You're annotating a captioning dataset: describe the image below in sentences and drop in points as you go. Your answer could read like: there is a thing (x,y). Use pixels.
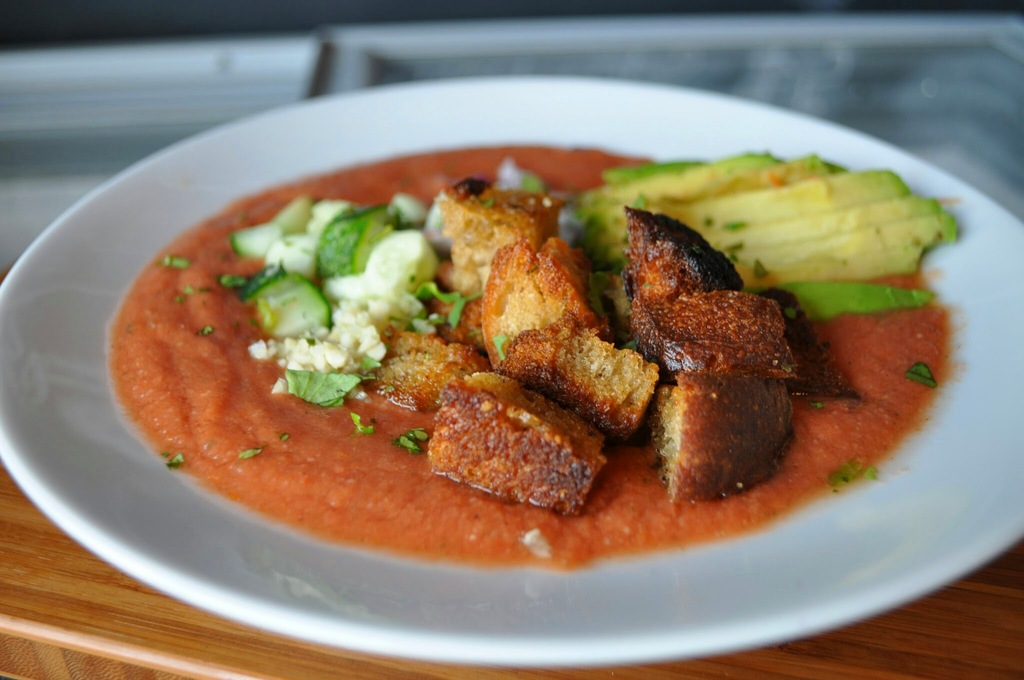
In this picture we can see a white plate (64,476) with food items (512,204) on it and this plate (135,515) is placed on a table (120,617) and in the background (436,3) we can see an object (927,102) and it is blurry.
